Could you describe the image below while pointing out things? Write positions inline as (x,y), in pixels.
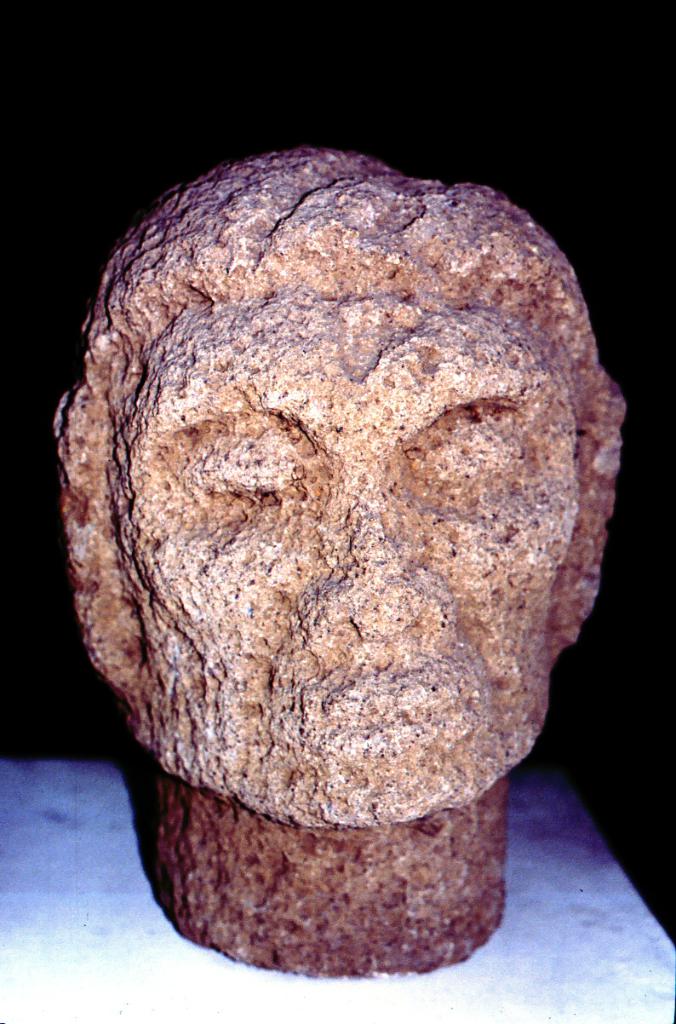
In this image, we can see a statue (280,859) carved on the stone (263,528), it is kept on a white object (578,876), there is a dark background (482,150).
